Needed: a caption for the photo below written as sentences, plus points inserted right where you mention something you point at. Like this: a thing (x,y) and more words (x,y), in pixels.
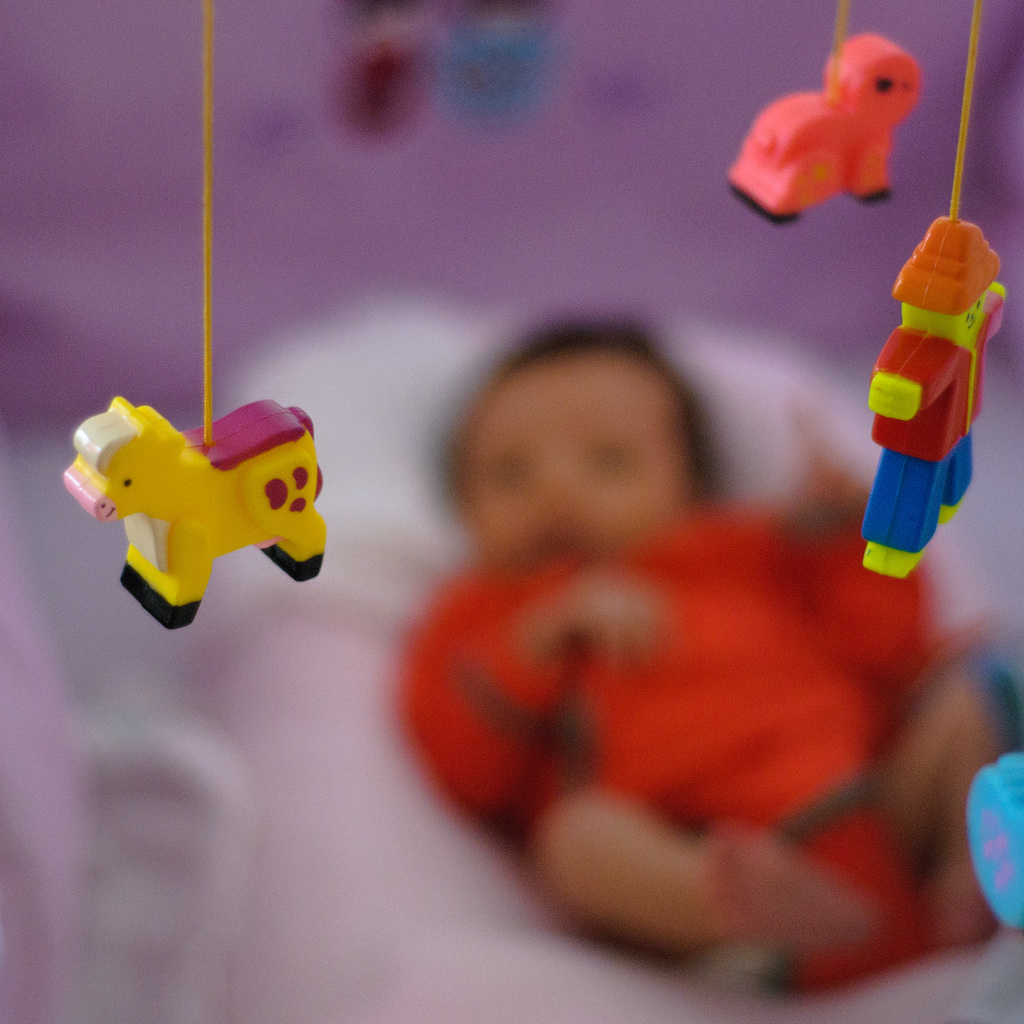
In this picture I can see 3 toys (259,426) hanged to the ropes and in the background (675,584) I can see a baby (607,347) who is lying and I see that it is blurred in the background (504,620).
